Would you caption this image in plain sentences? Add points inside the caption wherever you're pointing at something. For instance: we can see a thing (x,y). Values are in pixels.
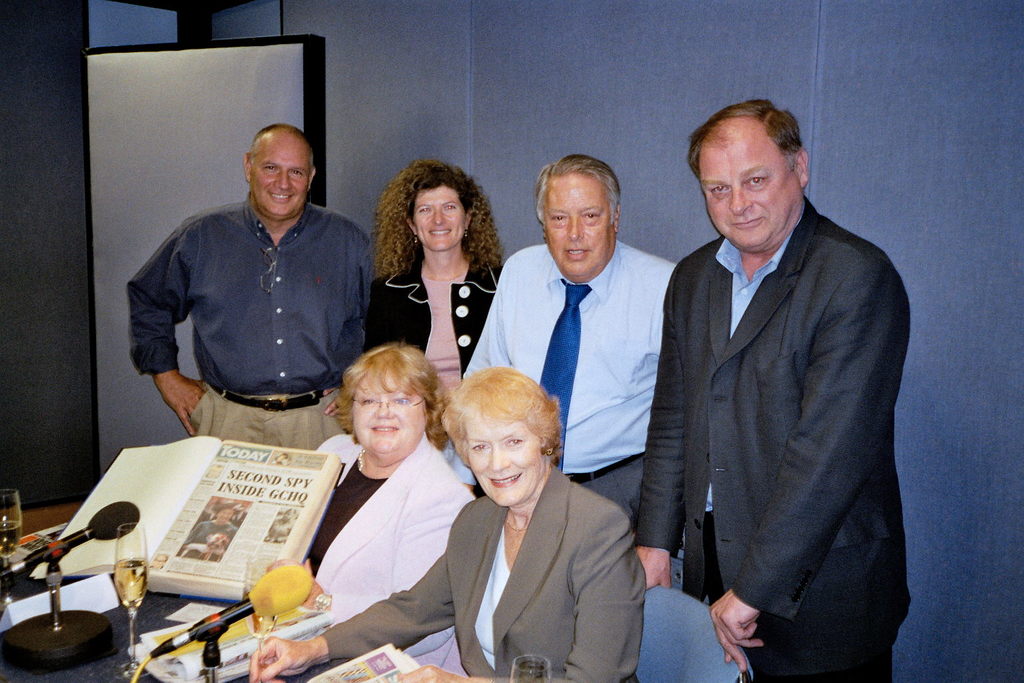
In this picture, we see three men (621,298) and a woman (476,292) are standing. In front of them, we see two women (450,473) are sitting on the chairs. All of them are smiling and they are posing for the photo. In front of them, we see a table (148,630) on which glasses (130,559) containing liquid (127,583), microphones (215,647) and papers (234,643) are placed. The woman (360,548) in white blazer (392,530) is holding a book (238,544) in her hands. In the background (203,66), we see a white board (149,115) and behind that, we see a wall (628,101) in grey color.
